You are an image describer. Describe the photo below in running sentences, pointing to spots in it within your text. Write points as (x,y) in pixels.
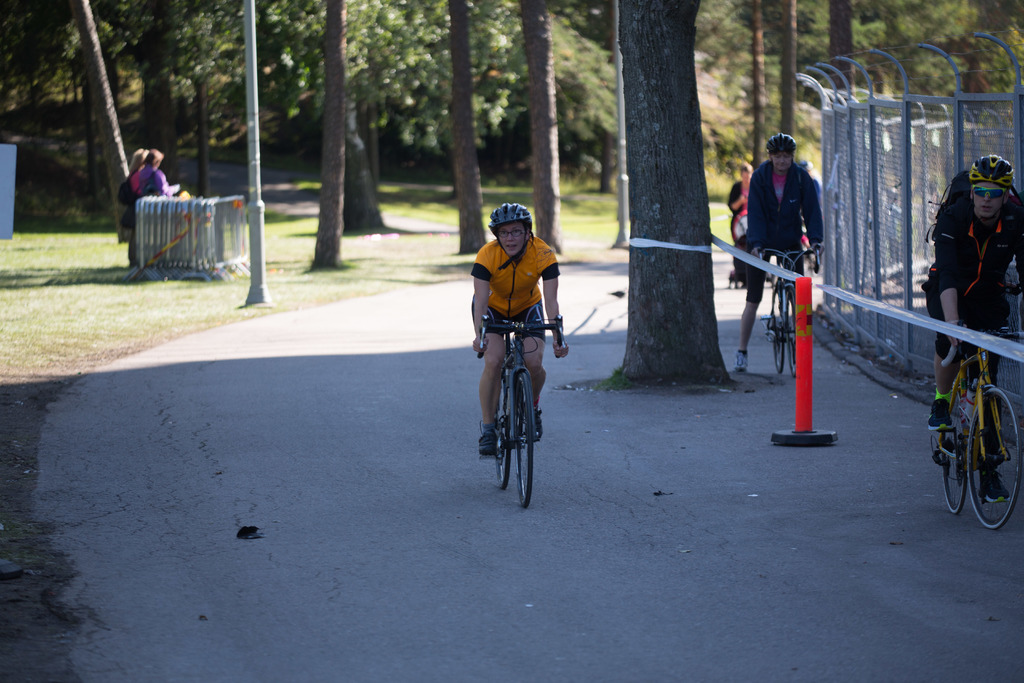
In this picture I can see 3 persons (770,145) cycling on the road (1010,589) in front (920,587) and I can see a white color thing (968,331) tied to a tree (680,311). In the background (741,189) I can see few persons (134,176) standing and I can see the grass (30,359). I can also see number of trees (556,111). On the right side of this picture (838,115) I can see the fencing (857,256).
